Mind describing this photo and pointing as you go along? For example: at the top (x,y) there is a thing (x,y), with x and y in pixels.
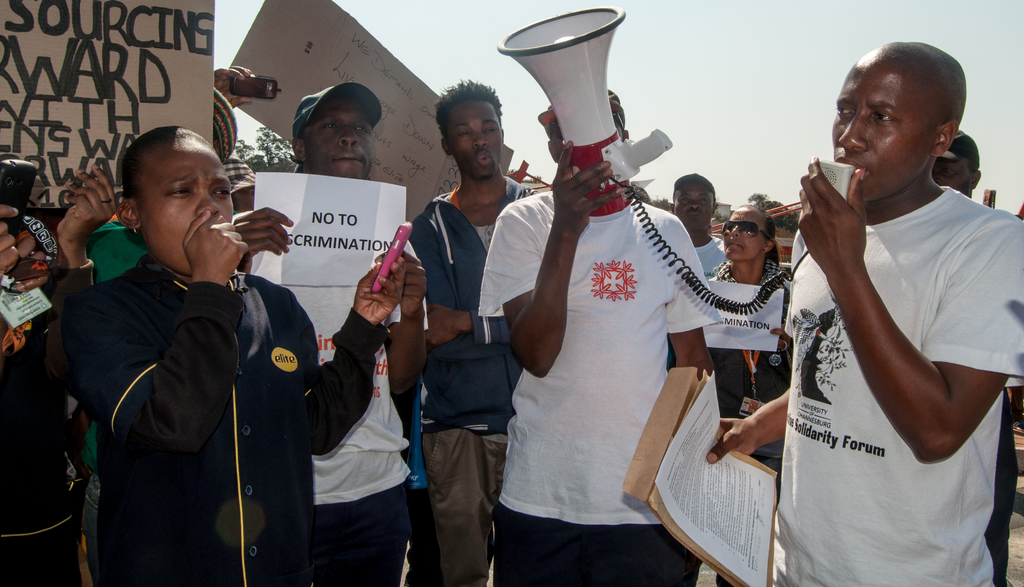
In this picture we can see a group of people (270,389). There are some people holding the boards (331,74) and some people (325,157) holding papers (686,497). A man (639,369) is holding a megaphone (577,54). Behind the people (306,162), there are trees (280,139) and the sky (727,11).
